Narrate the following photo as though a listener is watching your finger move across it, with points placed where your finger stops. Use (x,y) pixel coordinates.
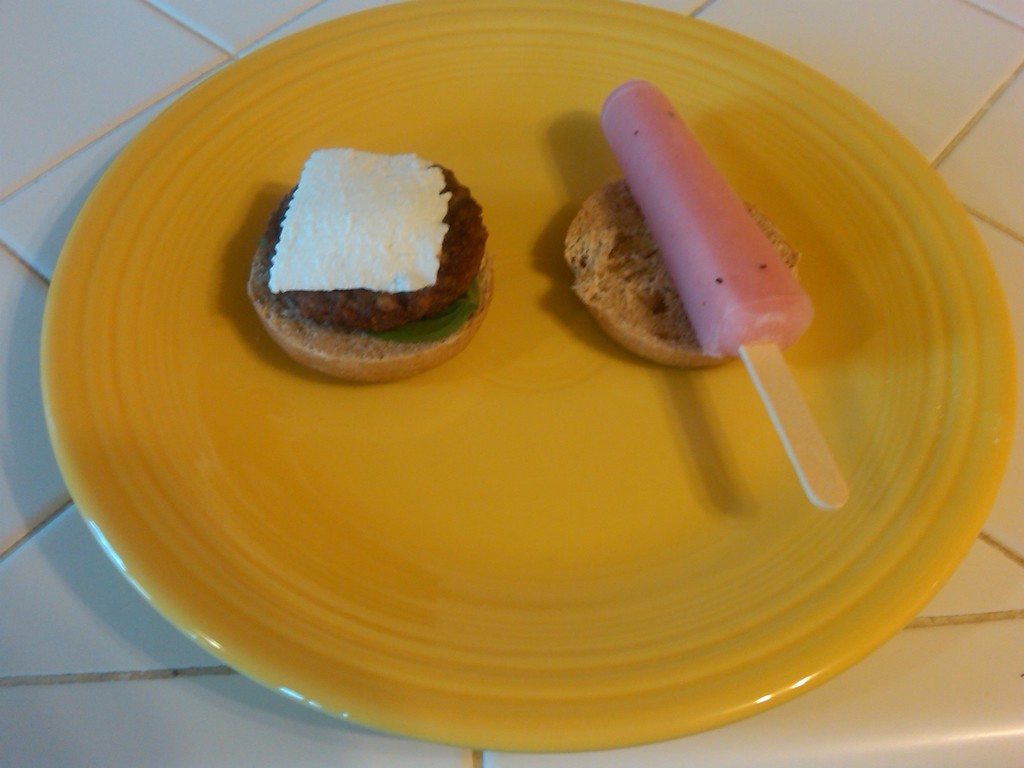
In this image I can see the white colored surface (91,103) and on it I can see a plate (115,196) which is yellow in color. In the plate (584,568) I can see few food items (378,380) which are brown, green, white and pink in color.
